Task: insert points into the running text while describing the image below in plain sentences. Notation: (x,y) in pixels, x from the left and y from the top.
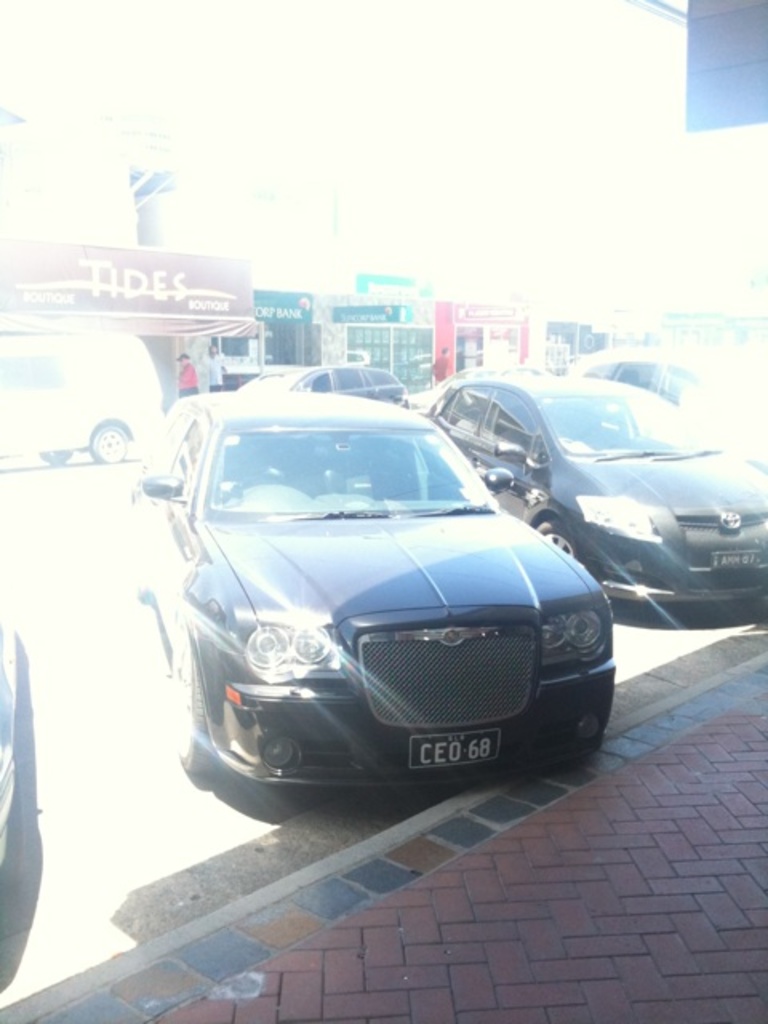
In the image we can see there are many vehicles (347,499) on the road (93,545). This is a road (81,612), footpath (567,875) and building (221,284). We can even see there are people (187,367) standing and wearing clothes (182,392).
